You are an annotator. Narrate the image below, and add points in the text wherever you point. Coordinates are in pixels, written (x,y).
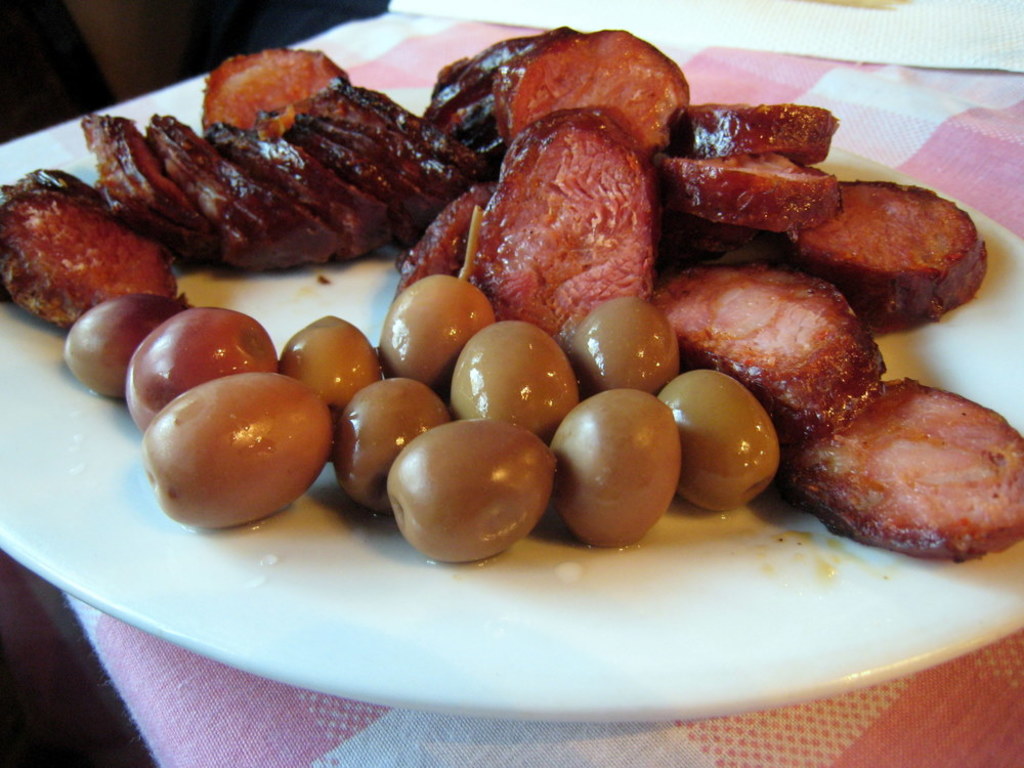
In this image there is a table (968,751), on that table (354,29) there is a plate (945,628), in that plate (58,398) there is food item (658,347).
